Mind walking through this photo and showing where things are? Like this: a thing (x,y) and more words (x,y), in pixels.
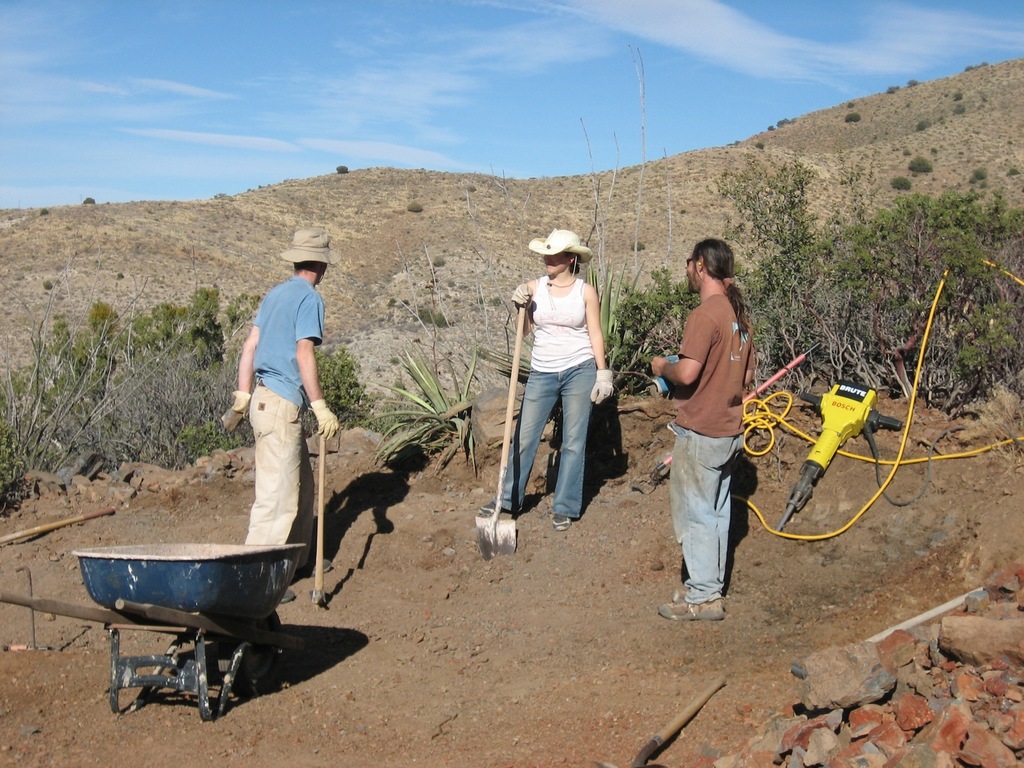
There are three persons (300,342) present and holding the objects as we can see in the middle of this image (680,446). We can see plants (344,351) in the background (877,292). The sky (526,38) is at the top of this image (461,84). We can see a trolley (215,586) at the bottom of this image (255,620). There are some rocks (819,656) present in the bottom right corner of this image (856,665).
